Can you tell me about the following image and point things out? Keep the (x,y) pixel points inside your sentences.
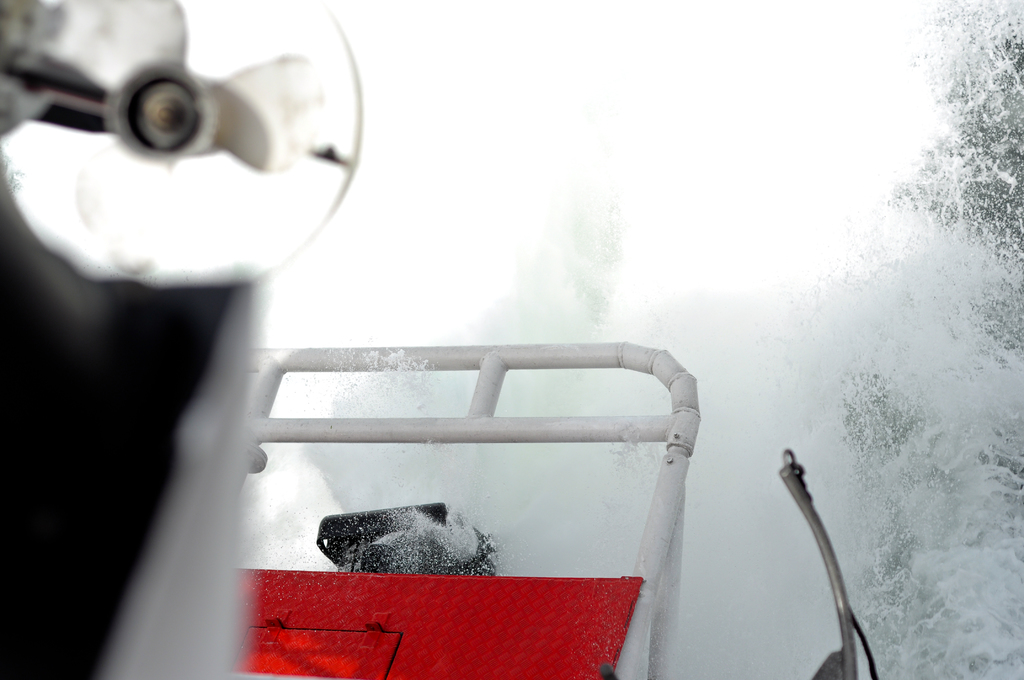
In this image I can see a fan (192,115), a black, white and red colored object (194,650) and the water (801,389).
